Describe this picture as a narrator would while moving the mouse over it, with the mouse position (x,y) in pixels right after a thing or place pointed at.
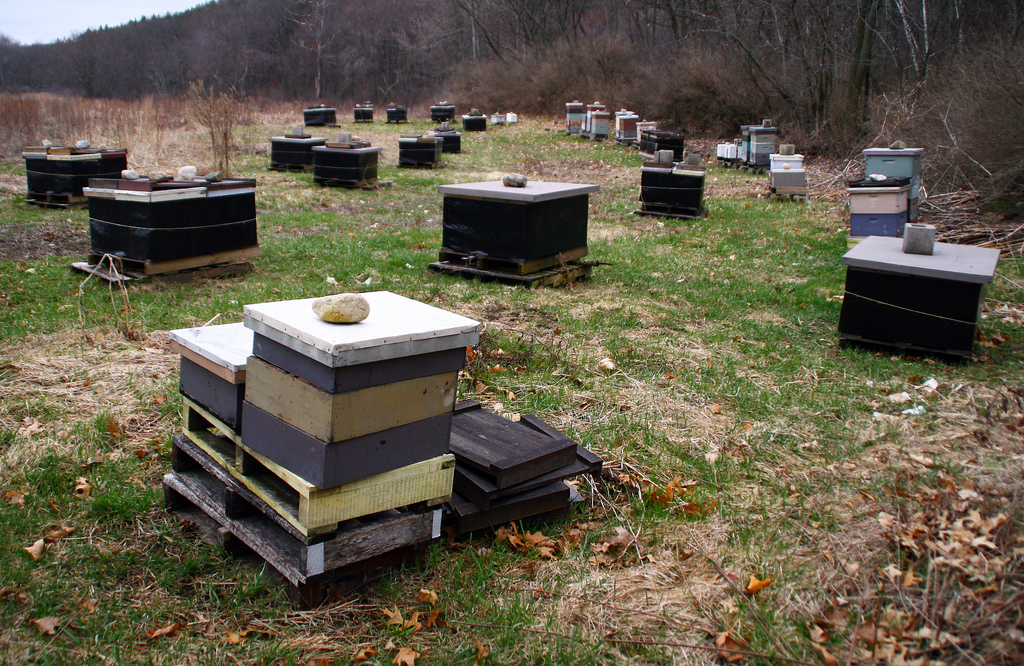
In the image there are wooden boxes (225,373) on the grass surface (465,598), behind the boxes (40,186) there are dry plants (39,124) and trees (581,43).
